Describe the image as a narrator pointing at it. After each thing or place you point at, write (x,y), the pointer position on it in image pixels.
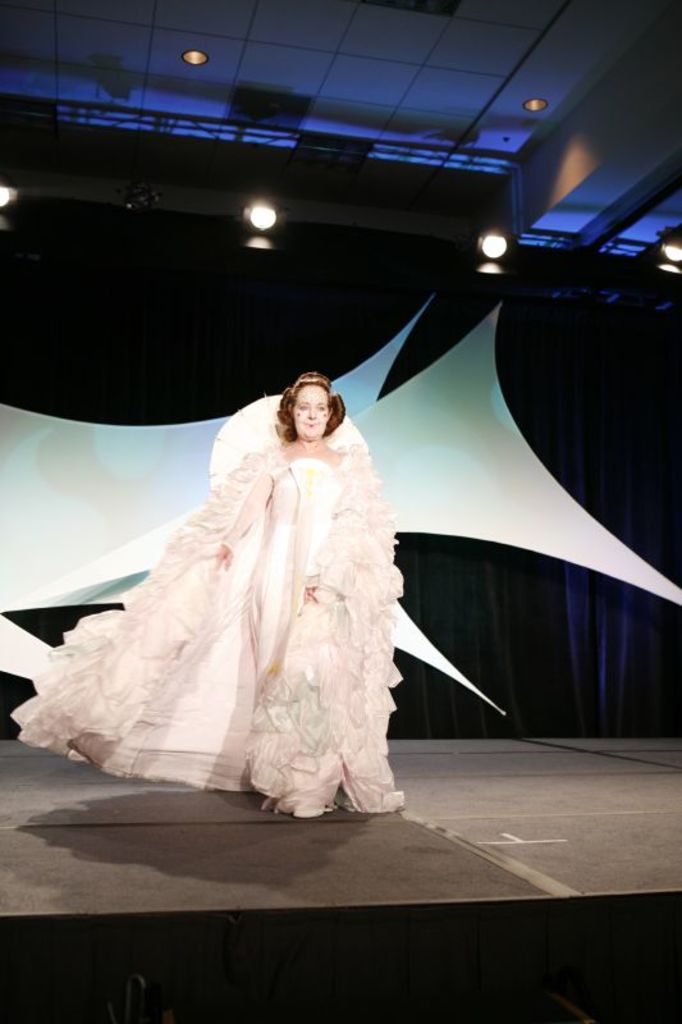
In this image we can see there is a person (326,562) standing on the stage (524,874). At the back (435,544) there is a curtain (442,577). And at the top (368,115) there is a ceiling (380,163) with lights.
